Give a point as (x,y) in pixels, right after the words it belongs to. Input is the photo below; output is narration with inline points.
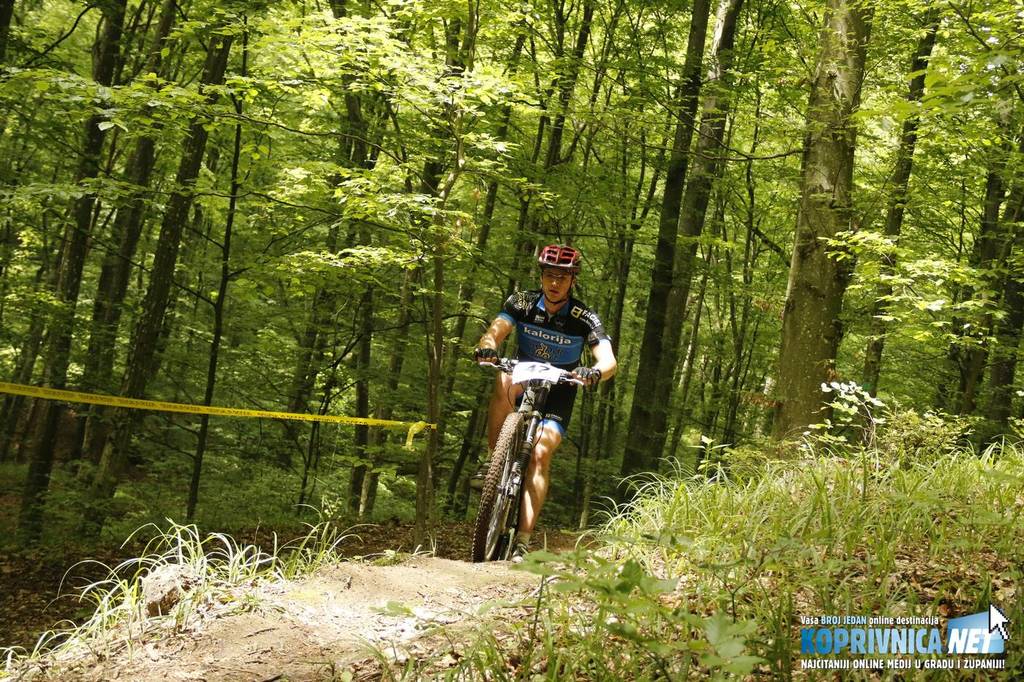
In the middle of the image (564,397) I can see a person (490,407) is riding a bicycle (539,382) and wore helmet (563,251). In the front of the image (719,588) there are plants (749,557), grass (768,530) and rock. In the background of the image (929,97) there are trees (440,149), plants (451,462) and ribbon (85,398). At the bottom right side of the image (901,644) there is a watermark (943,644).
